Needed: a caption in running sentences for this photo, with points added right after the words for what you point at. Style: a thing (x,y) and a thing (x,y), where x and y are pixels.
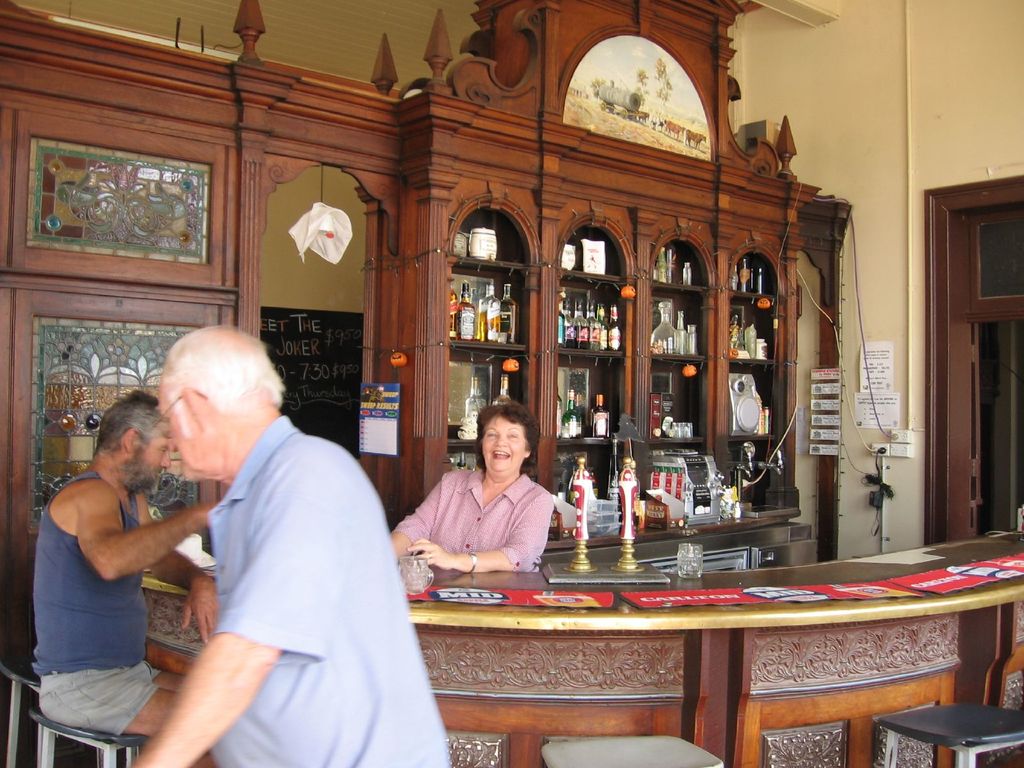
In this image I can see three people (325,573) with different color dresses (225,535). In-front of these people (410,666) I can see the table (646,634) and there are some papers (599,606) and glass (692,564) on it. In the back (697,412) I can see the wine rack (557,356) and the papers (836,376) to the wall (850,383).
